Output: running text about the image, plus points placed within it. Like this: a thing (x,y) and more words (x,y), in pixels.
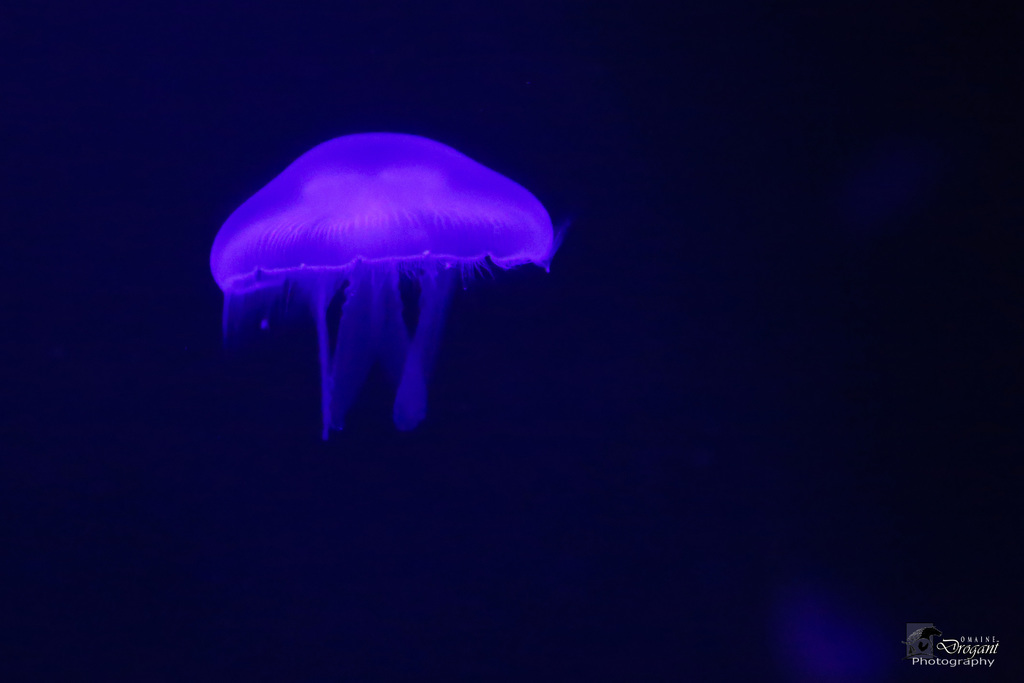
Here I can see a jellyfish (379,181) which is in blue color and the background (274,545) is in black color. On the right bottom of the image (959,650) I can see some text (941,646).
